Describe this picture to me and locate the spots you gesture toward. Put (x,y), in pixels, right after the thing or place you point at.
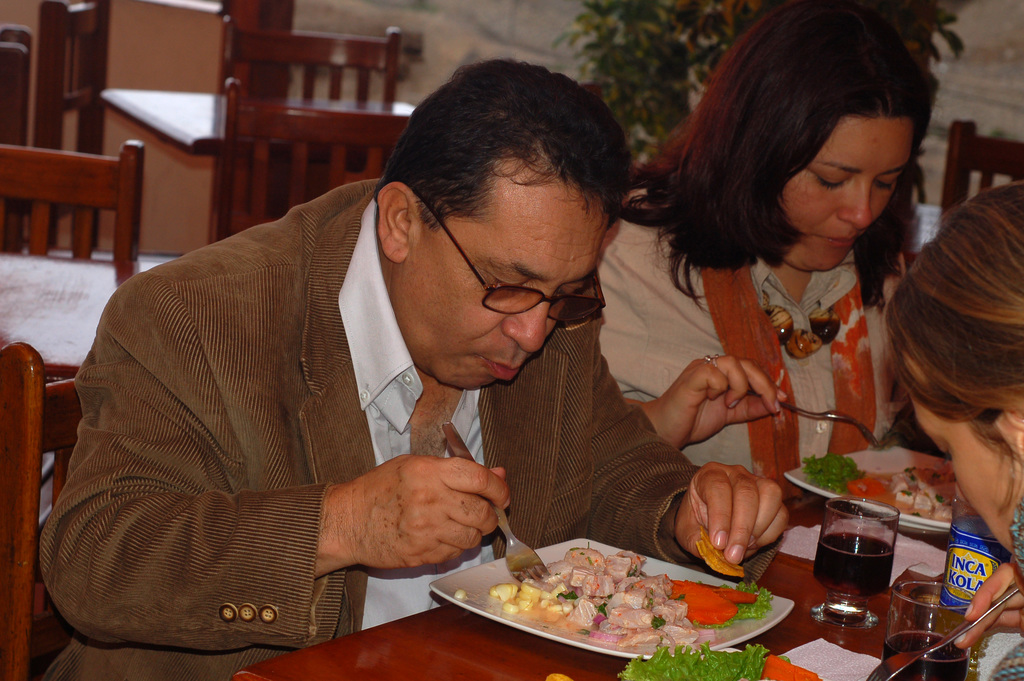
This image is taken in a restaurant (604,215). In this image there are few tables (16,257) and chairs (80,229) are arranged, in the one of the tables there is a food (910,497) in three plates (894,503), glasses (945,665) with drinks (833,579) in it and a few other objects (790,652). In front of the table (460,613) there are a few people (401,518) sitting and holding forks (497,503) in their hands (487,498) and placed them on the plate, behind them there is a plant (633,82).
